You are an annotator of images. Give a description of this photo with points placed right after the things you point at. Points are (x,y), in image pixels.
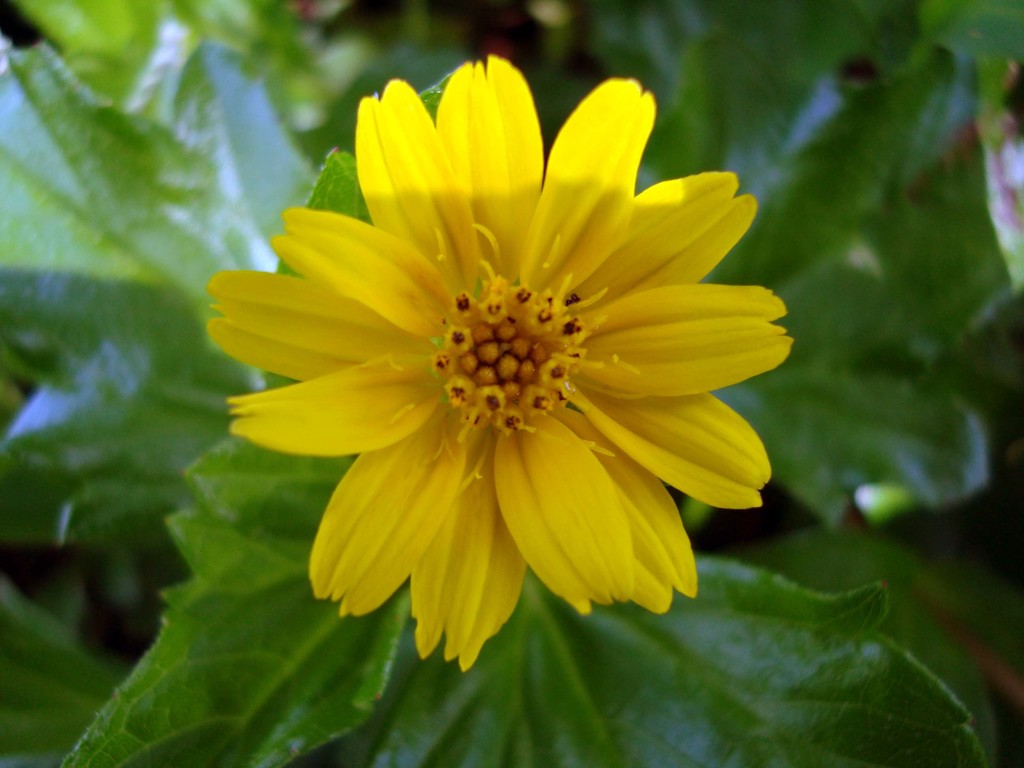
In this image we can see a flower (597,396) which is in yellow color to the plant (496,387).
